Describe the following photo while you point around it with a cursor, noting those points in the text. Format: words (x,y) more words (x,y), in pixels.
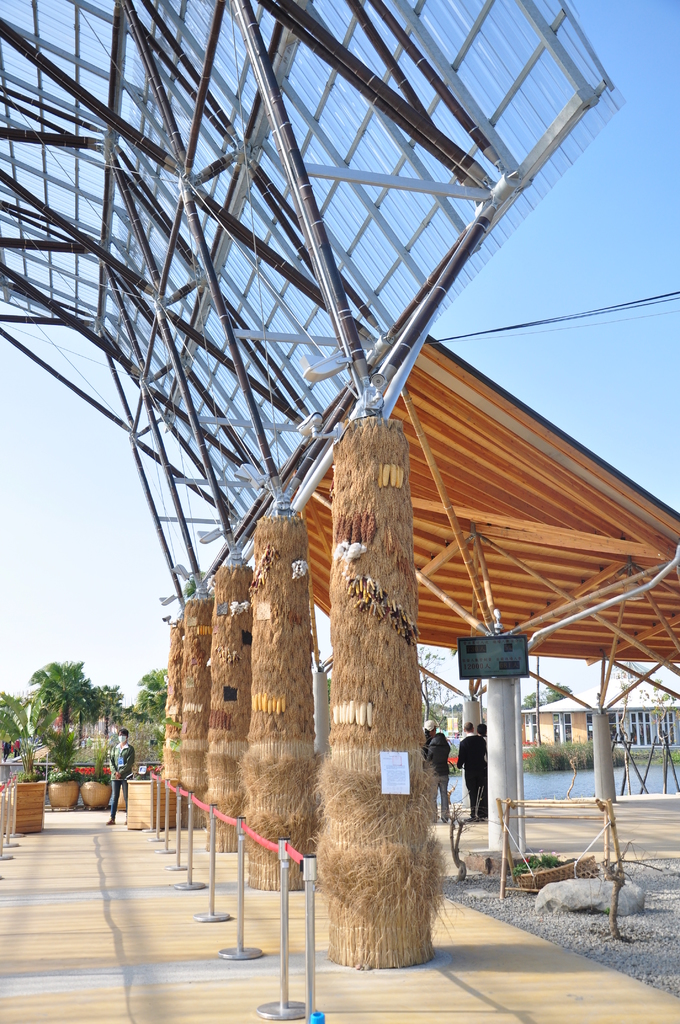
In the picture I can see people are standing on the ground (254,929). In the background (57,703) I can see trees (60,719), the water (530,791), a building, the sky (80,482), plant pots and some other objects (307,929).
